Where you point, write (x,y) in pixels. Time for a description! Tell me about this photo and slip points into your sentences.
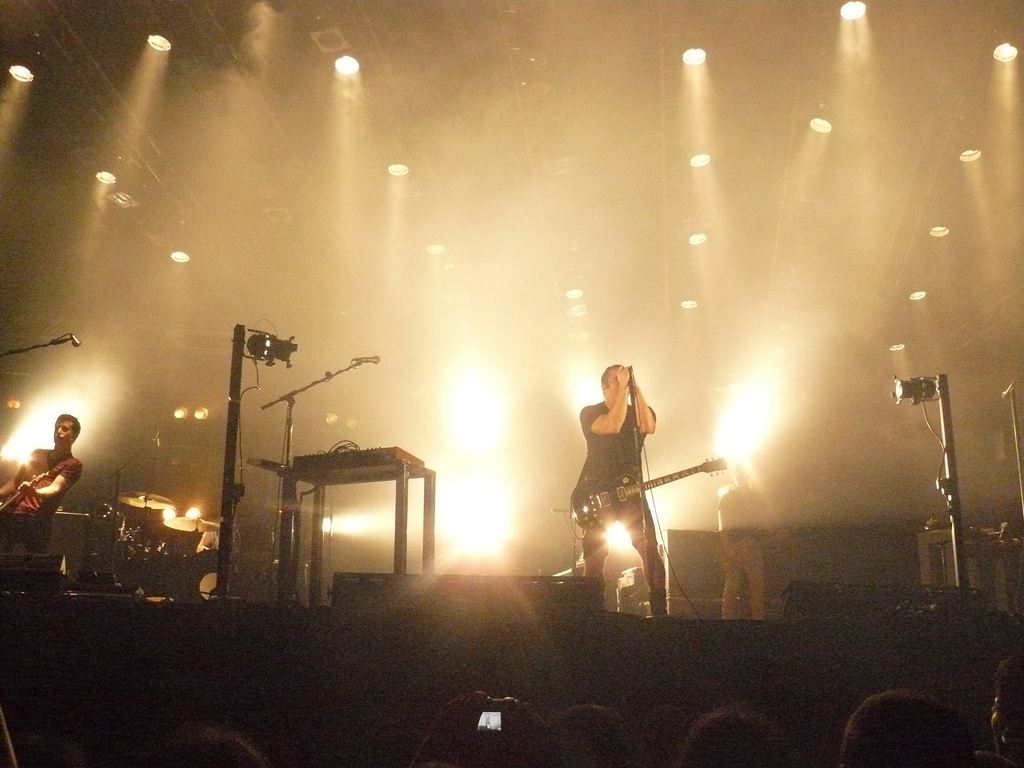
In the image we can see there are people (607,468) who are standing and holding a guitar (630,502) in their hand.
